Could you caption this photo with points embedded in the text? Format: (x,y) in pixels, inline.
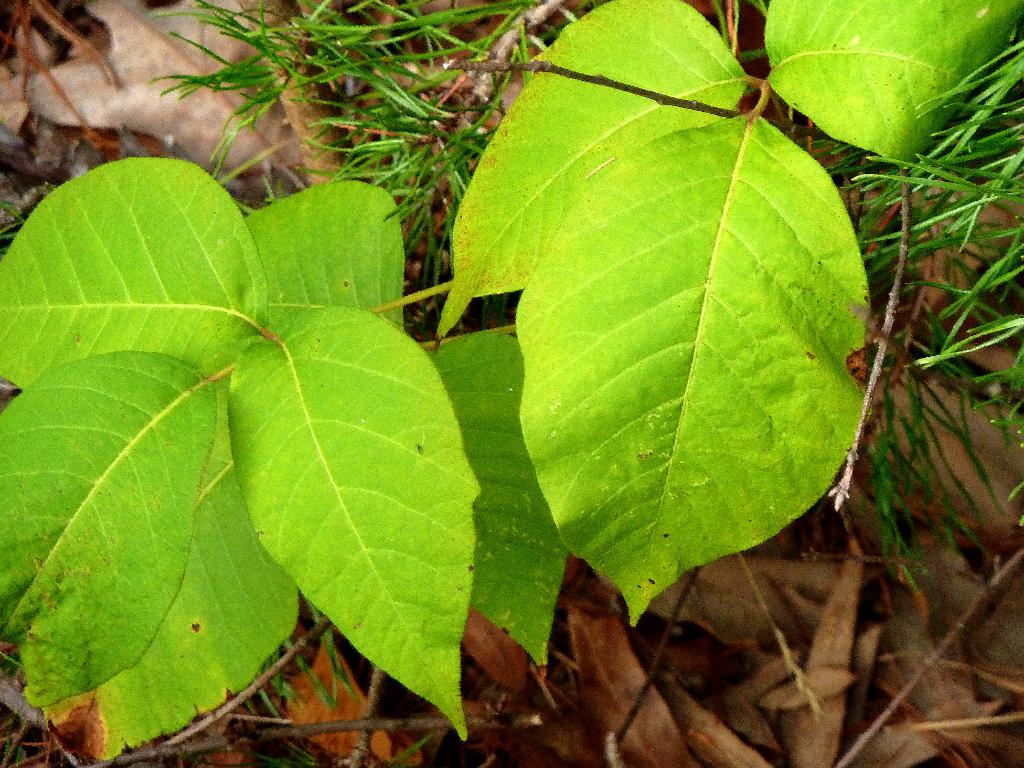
In the picture I can see plants (606,391) and leaves (533,340).
